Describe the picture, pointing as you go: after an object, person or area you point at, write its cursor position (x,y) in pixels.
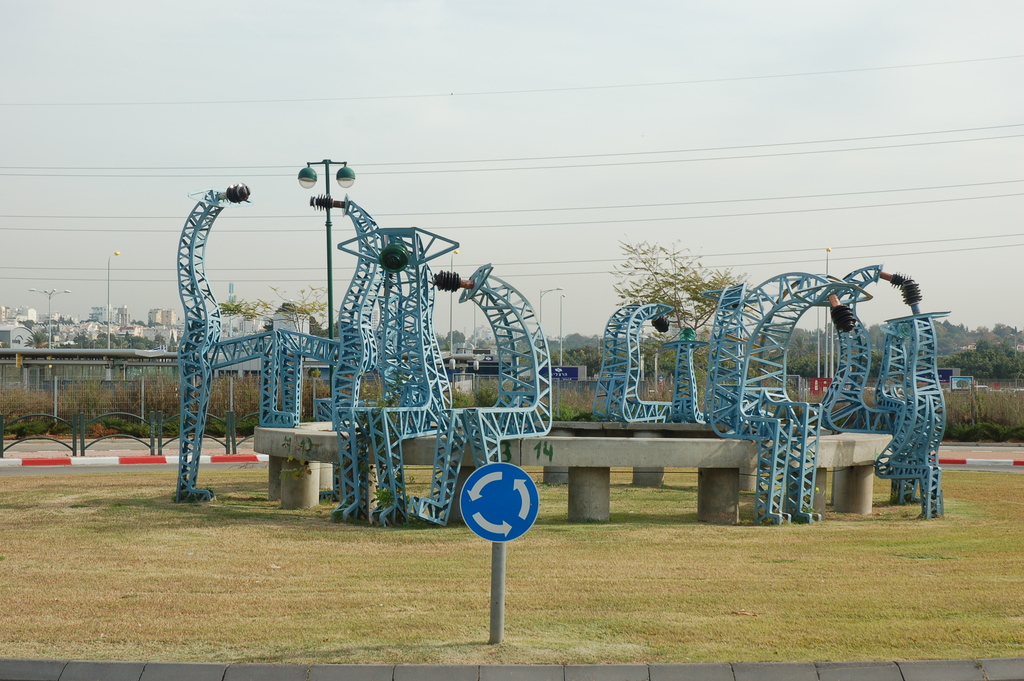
This is grass (265,560) and there is a board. Here we can see metal objects (447,463), poles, lights (302,182), plants (969,415), trees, and a fence (134,397). In the background (169,343) there are buildings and sky (682,186).
